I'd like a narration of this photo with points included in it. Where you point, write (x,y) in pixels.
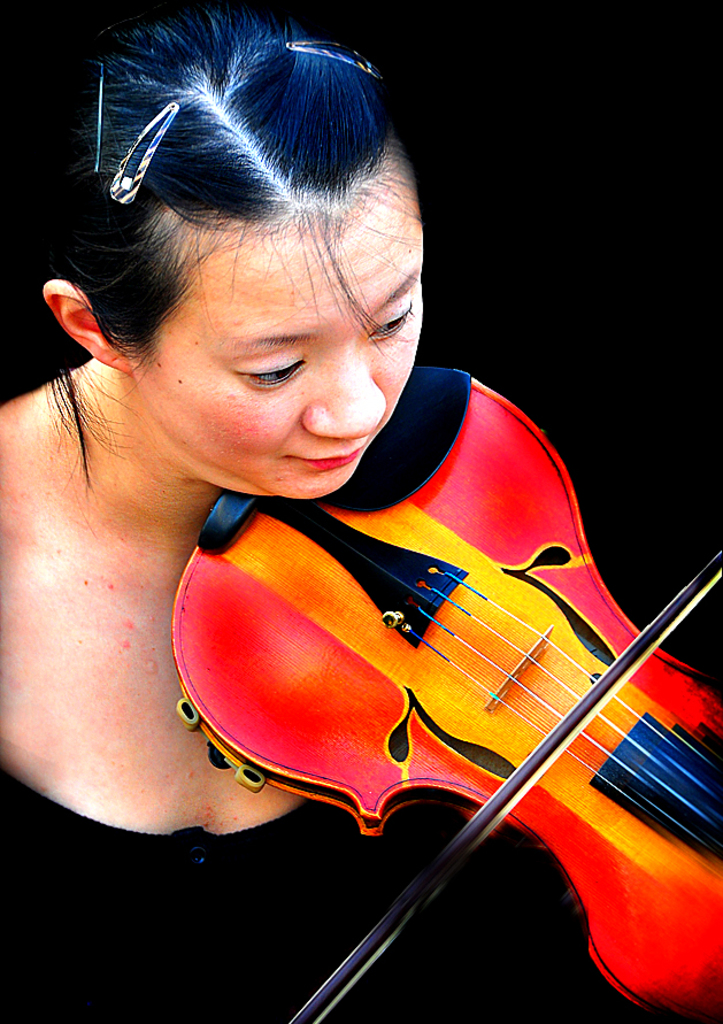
In the center (256,477) we can see the lady (200,856) she is playing violin (370,673).
